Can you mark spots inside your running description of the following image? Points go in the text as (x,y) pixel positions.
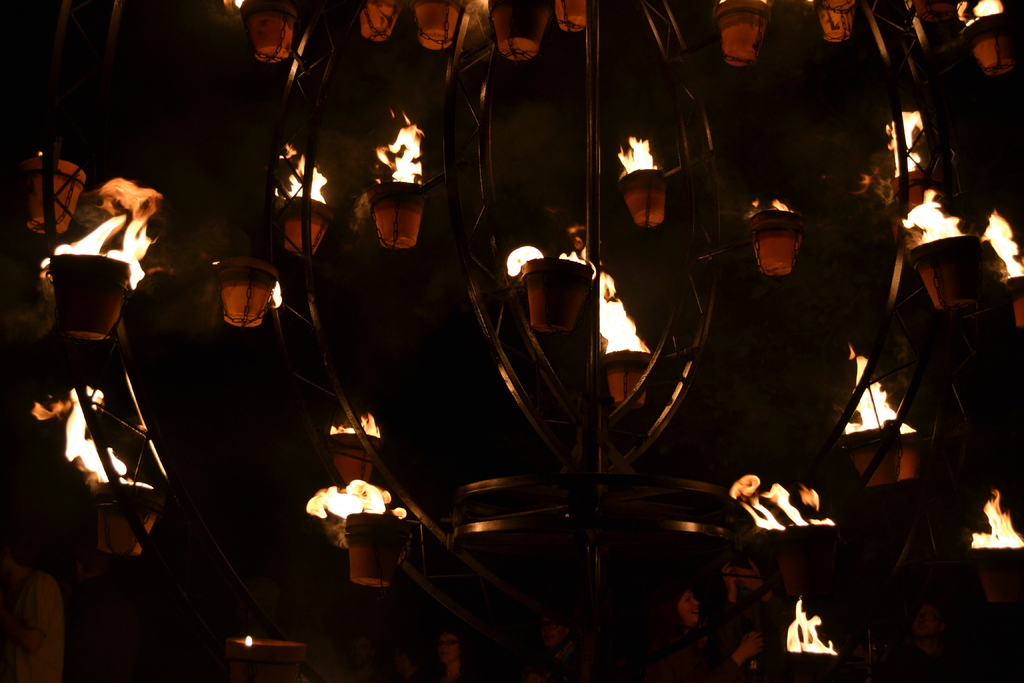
In this image I can see a metal stand (591,489) which is black in color. To the stand (628,478) I can see few pots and fire (365,500) in the pots (368,514). In the background (705,450) I can see the dark sky (405,282).
